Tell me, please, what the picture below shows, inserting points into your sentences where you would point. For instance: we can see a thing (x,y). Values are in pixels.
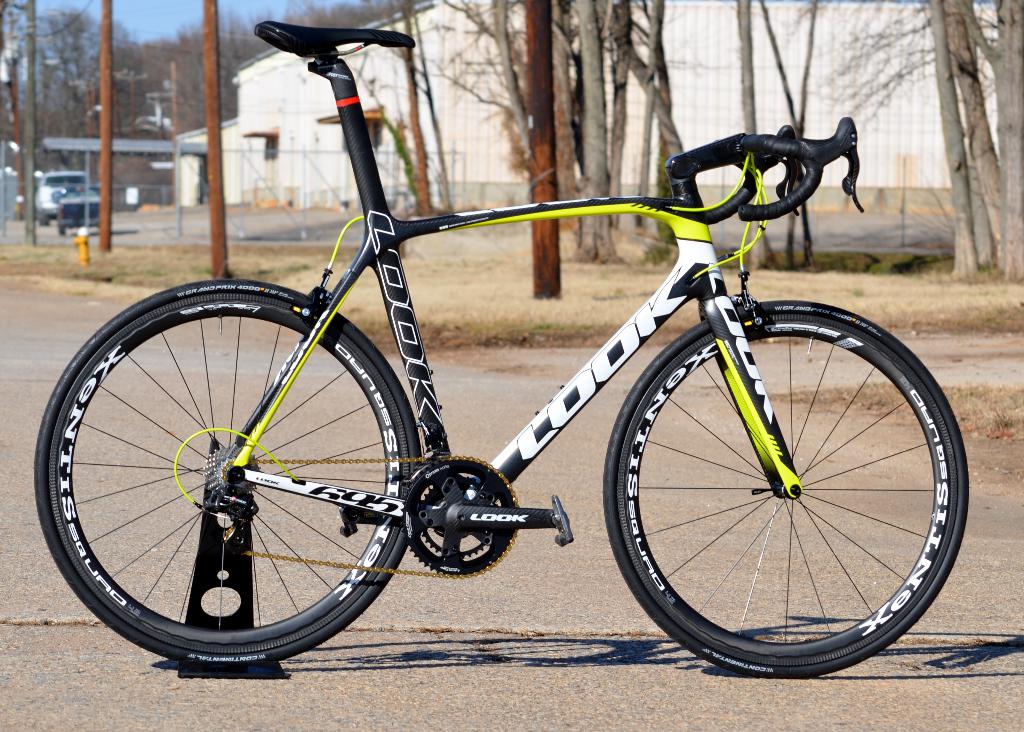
In the picture we can see a bicycle (65,420), which is black in color which is placed on the road (1005,559) and behind it, we can see a grass surface (343,305) and some poles (105,159) and trees (569,52) on it and behind it, we can see some building wall (441,83) with windows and trees (195,60), vehicles (72,218) on the road (126,221) and sky (158,31).
